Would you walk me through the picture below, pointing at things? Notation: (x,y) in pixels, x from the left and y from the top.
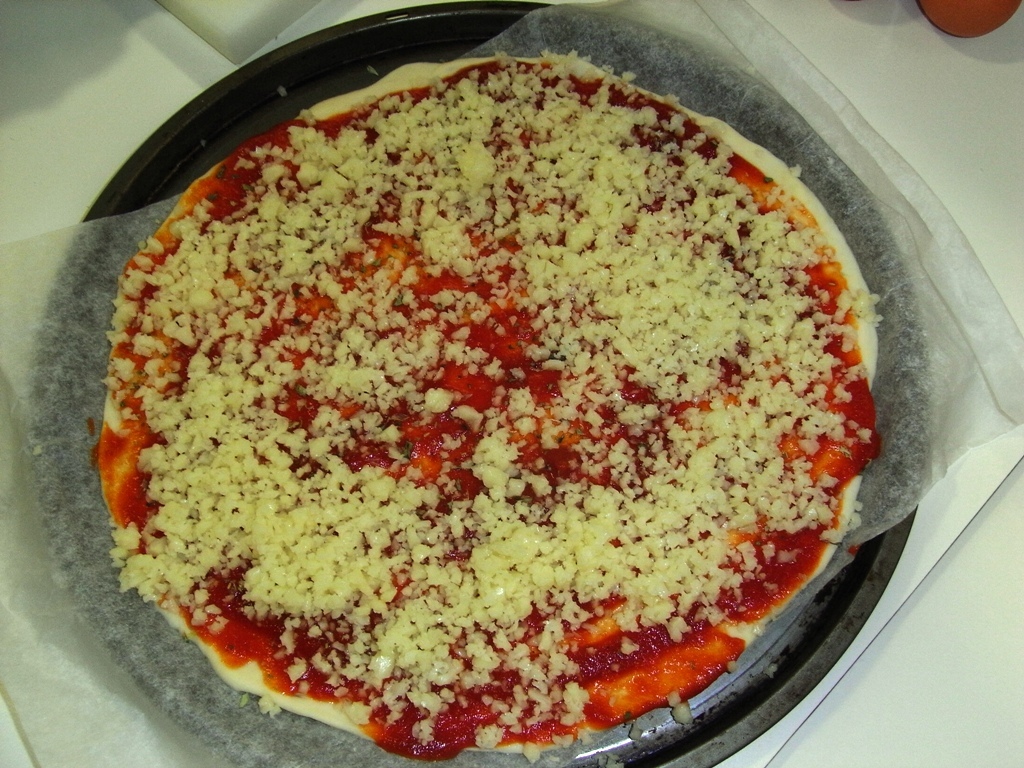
In this image I can see the food (267,592) in the bowl (656,722). The food (604,692) is in cream and red color, and the bowl (246,112) is in black color. The bowl (810,638) is on the white color surface (889,690).
